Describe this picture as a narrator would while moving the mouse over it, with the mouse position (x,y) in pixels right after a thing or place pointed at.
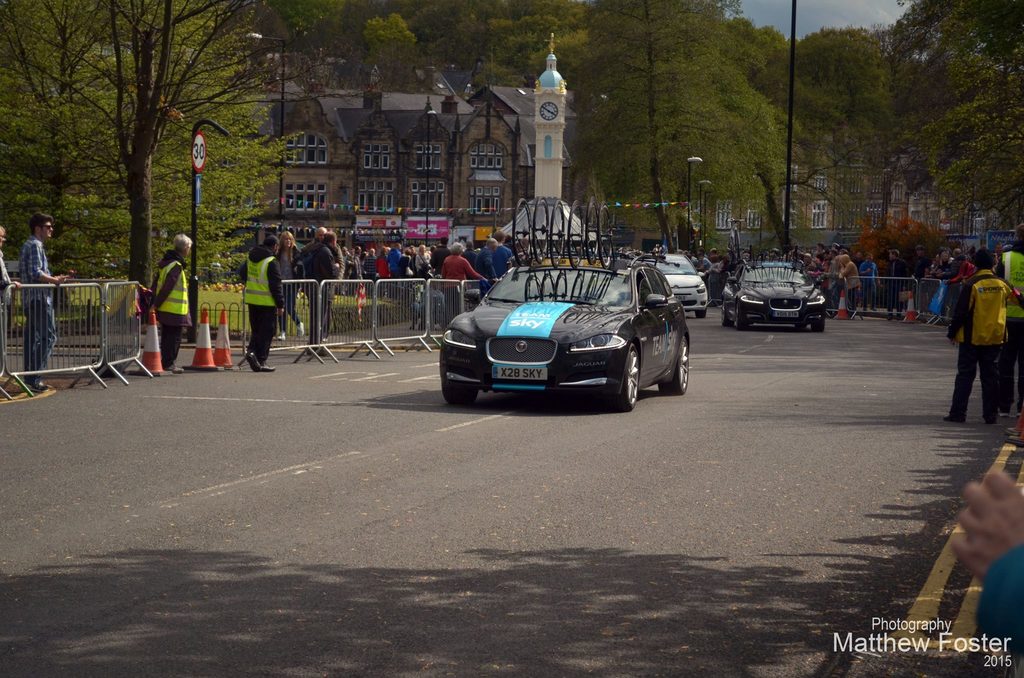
In front of the image there are cars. There are people (369,259) standing on the road (919,443). There is a metal fence (132,294). There are traffic cones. There are boards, poles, lamp posts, buildings (322,184), trees (585,166). At the top of the image (833,8) there is sky (790,15). There is some text (998,667) at the bottom of the image (998,652).
